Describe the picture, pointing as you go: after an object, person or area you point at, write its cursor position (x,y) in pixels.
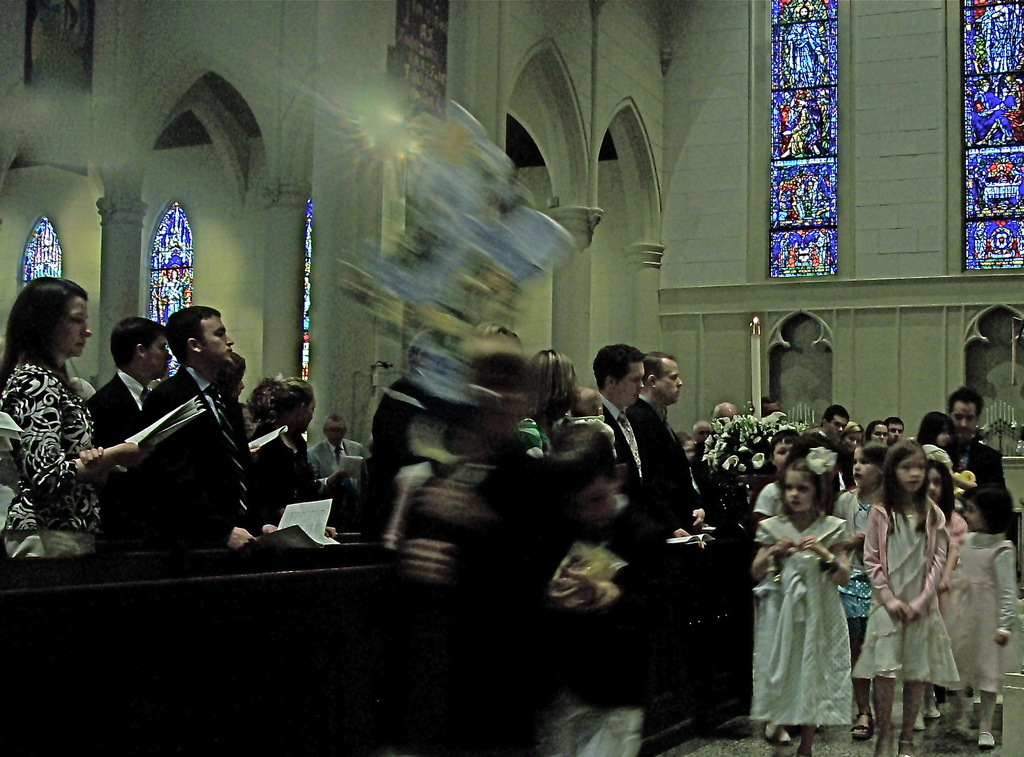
In this image there are group of persons (568,517) standing. In the front (61,418) on the left side (67,430) there is a woman (69,439) holding a book (125,439) in her hand (139,448). In the background (823,146) there are windows (817,172) with some drawings (803,154) on it which are blue in colour.
